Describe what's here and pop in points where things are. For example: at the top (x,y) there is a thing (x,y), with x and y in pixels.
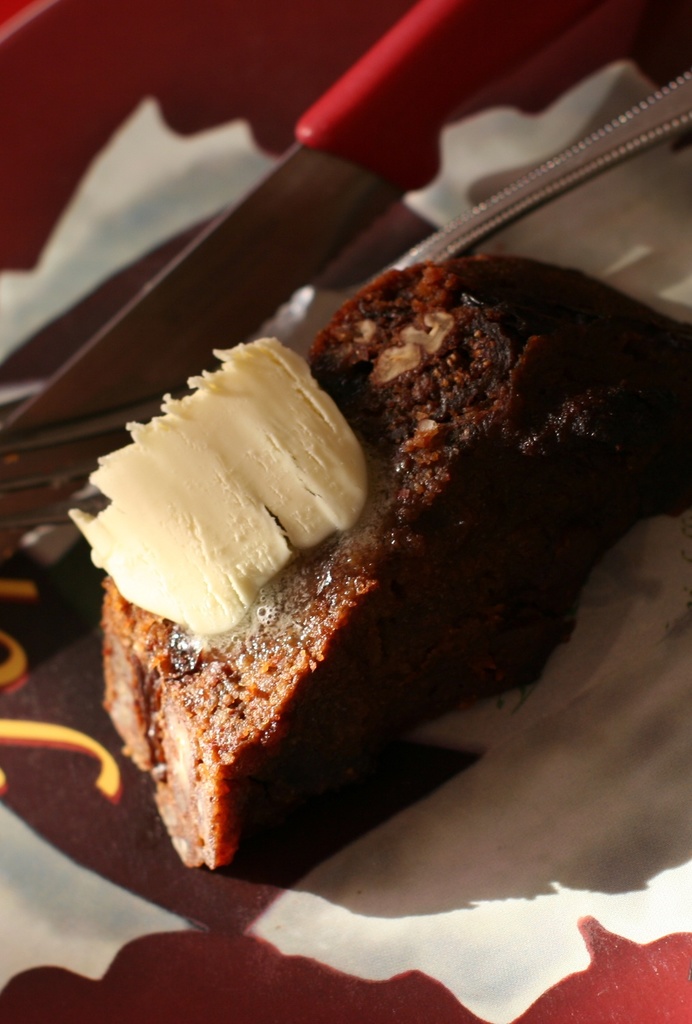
In this image I can see a colorful plate (221,79) and in the plate (303,38) I can see a food item (306,670) which is brown, black and cream in color. I can see a knife (298,231) and a fork (683,123).
